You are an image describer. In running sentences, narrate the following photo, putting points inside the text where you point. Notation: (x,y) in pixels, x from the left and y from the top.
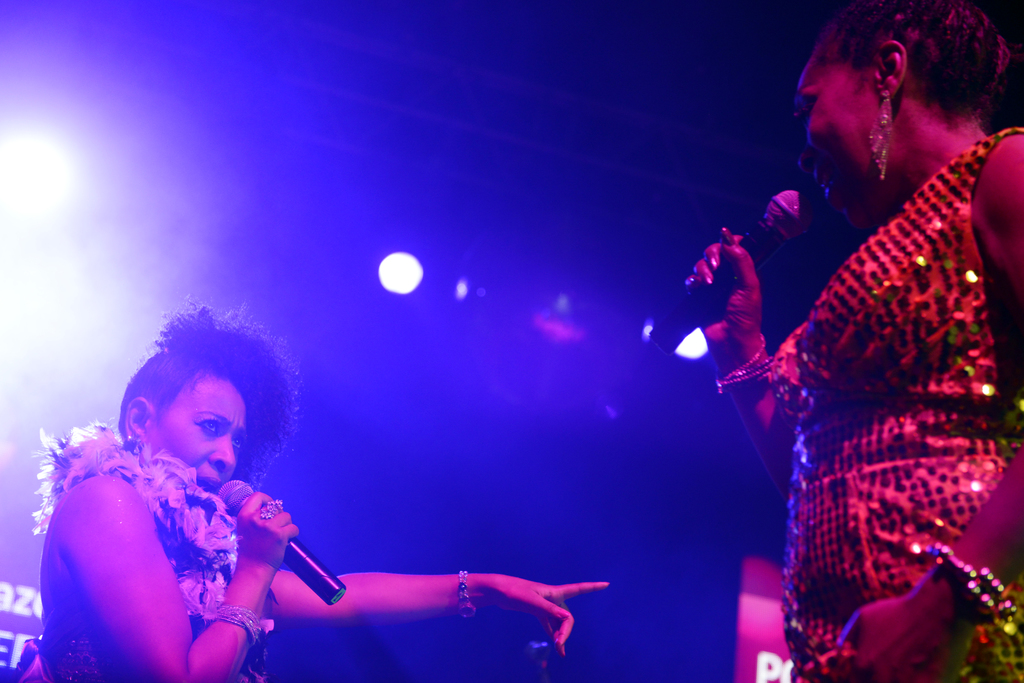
In this picture we can see two women (924,206) holding microphones (301,566) in their hands (275,549). We can see some text (27,592) visible on the right (765,664) and left side of the image (31,600). There are a few lights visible in the background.
